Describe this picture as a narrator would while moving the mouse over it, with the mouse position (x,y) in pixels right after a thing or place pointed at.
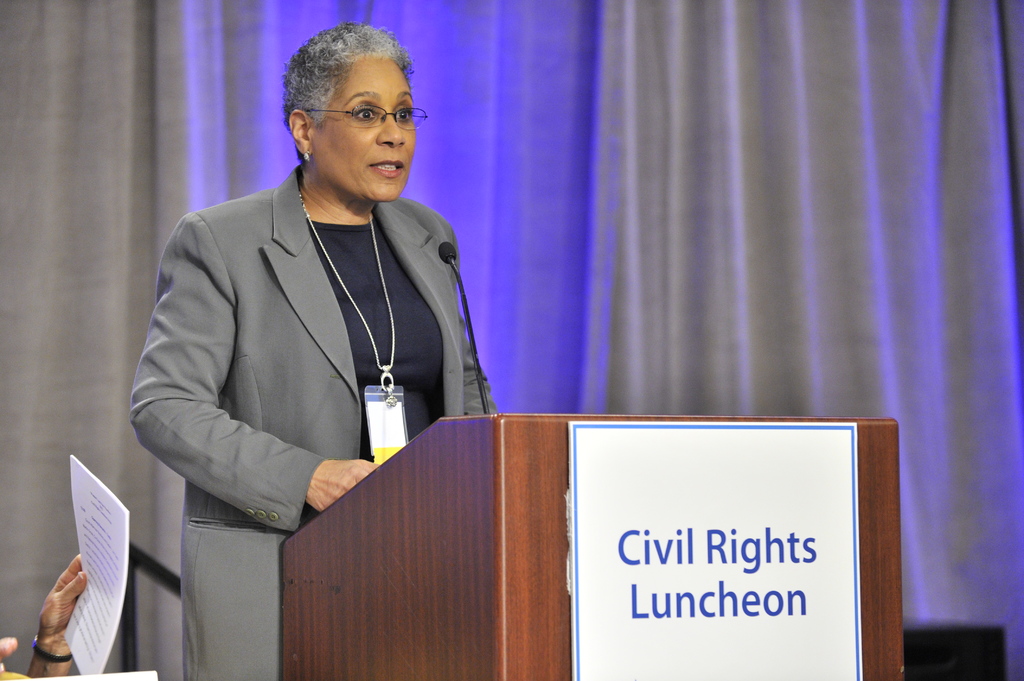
In this picture there is a woman (246,384) wearing a grey color coat (235,445) and standing in front of the brown color podium (457,603). There is a white color board (716,557) fixed to this podium (540,669). The woman (392,390) is wearing spectacles (352,112). In the left side (67,620) there is a human hand (58,617), holding some papers (81,604). In the background (123,201) there is a curtain (601,151).
